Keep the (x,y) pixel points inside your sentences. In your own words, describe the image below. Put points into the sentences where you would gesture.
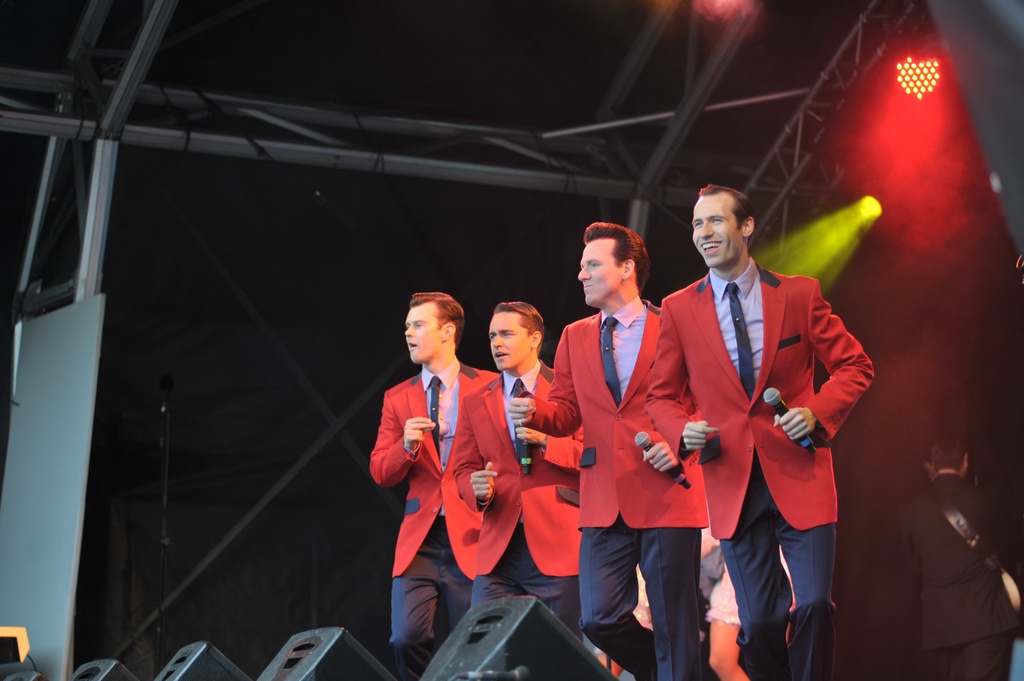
In this picture we can see there are four people (577,376) in the red blazer (567,387) holding the microphones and dancing on the stage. In front of the people (603,416) there are black objects (360,646). Behind the people (393,646) some people (968,505) are standing, lights (864,215) and some objects (786,139).
